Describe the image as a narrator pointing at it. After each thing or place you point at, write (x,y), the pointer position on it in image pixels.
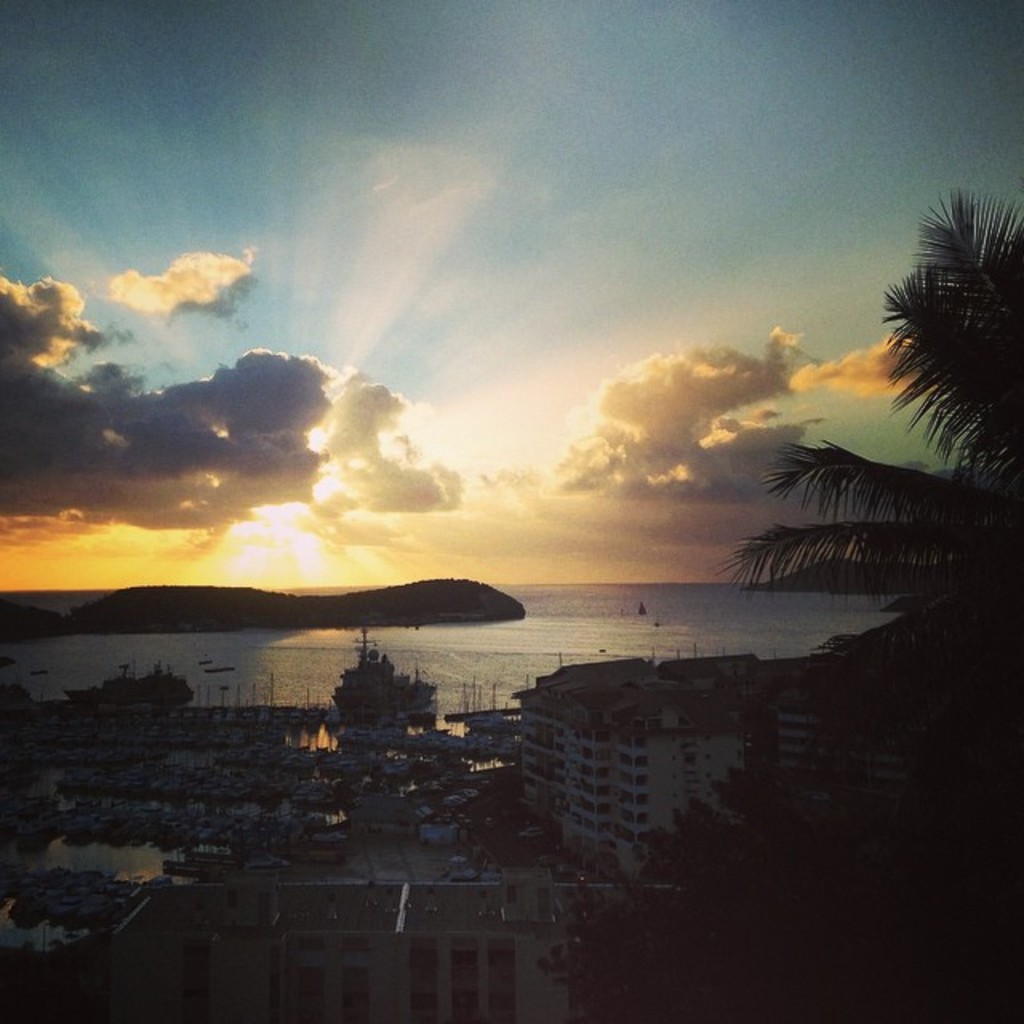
This image is taken during the evening time. In this image we can see the buildings (570,829), trees (994,367), hills (876,573) and also the boats (162,670) on the surface of the water (668,653). In the background (522,315) we can see the sky (515,292) with the clouds (8,483).
